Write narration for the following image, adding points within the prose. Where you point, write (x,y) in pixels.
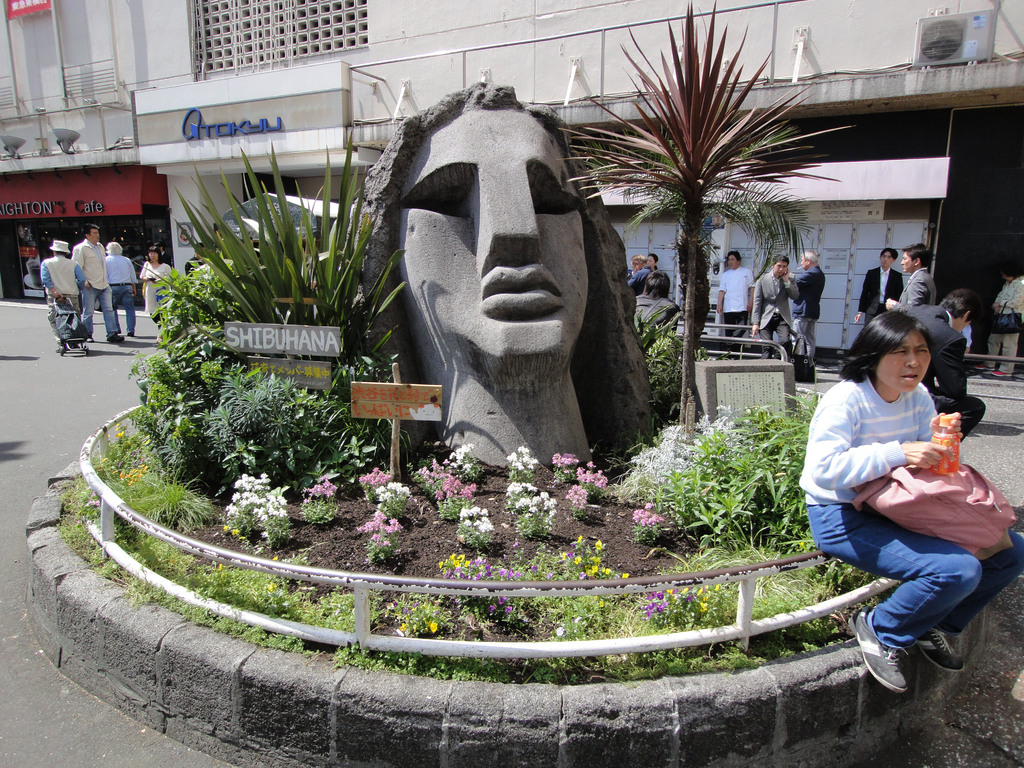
In this picture there is a sculpture (428,335) in the image which is labelled as SHIBUHANA. There are flowers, grasslands (291,393) all over the place. In the background (43,231) we observe many people (78,252) standing and there are buildings (900,236). A lady (851,409) is sitting on the fence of the sculpture (423,306) and holding a drink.
